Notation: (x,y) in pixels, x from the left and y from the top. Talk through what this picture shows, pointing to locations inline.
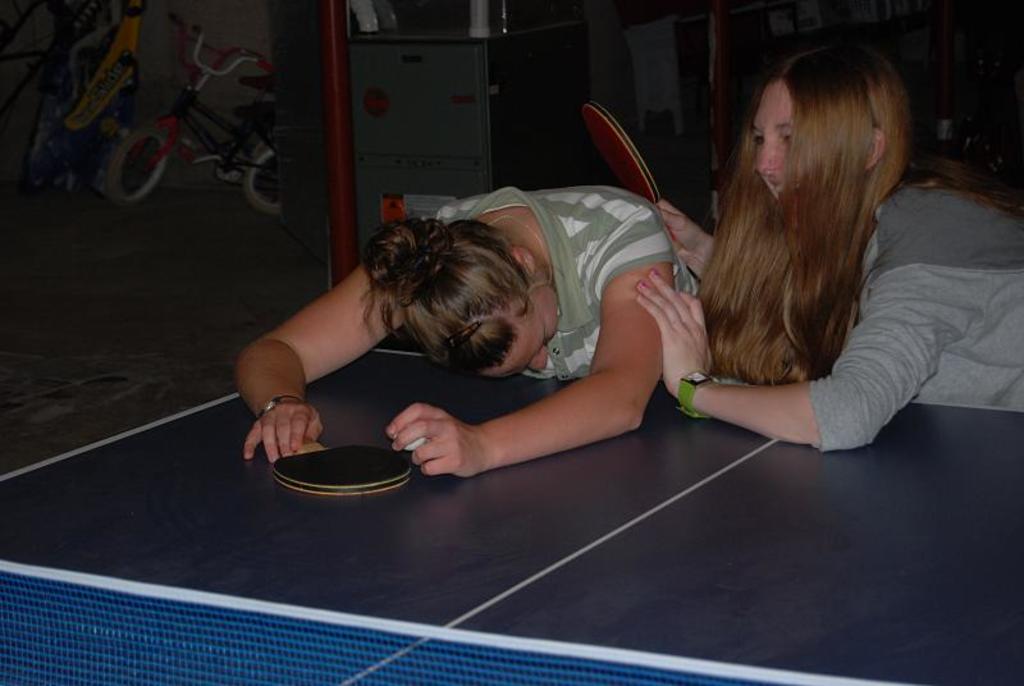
There are two women's (470,263) holding table tennis bats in their hands (480,467) and laid on a table tennis table (506,475).
